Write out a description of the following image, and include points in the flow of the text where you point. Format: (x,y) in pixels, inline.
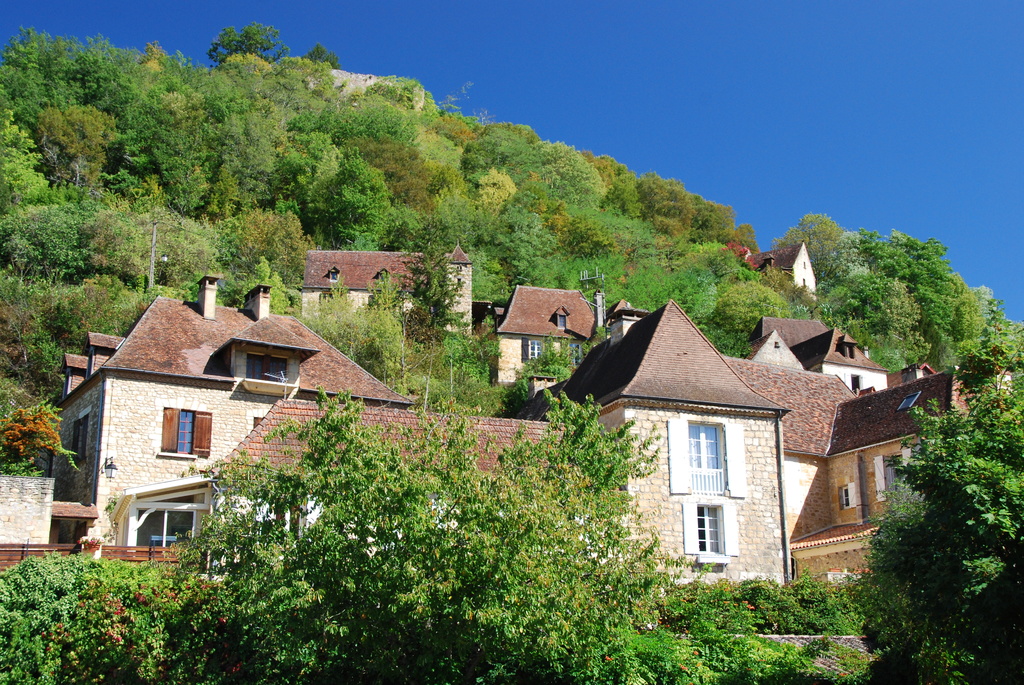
In this picture we can see many houses (249,416) surrounded by trees (205,232). The sky (380,48) is blue.
